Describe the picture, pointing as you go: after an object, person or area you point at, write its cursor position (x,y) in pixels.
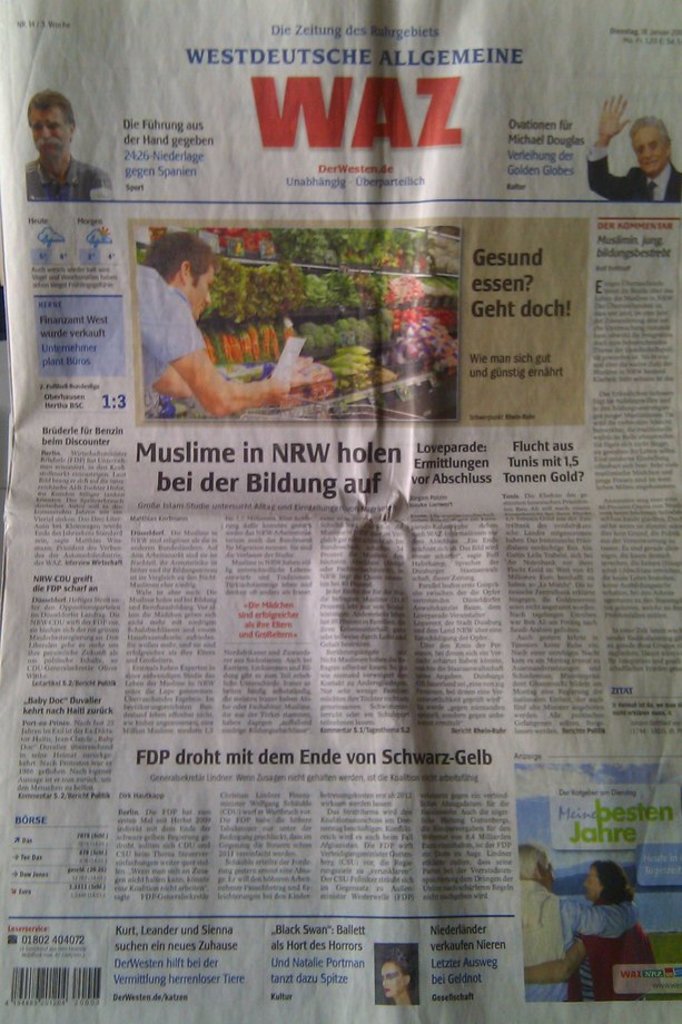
Here in this picture we can see a news paper (16,891) present and on that we can see some pictures (200,305) and text (188,636) printed.
